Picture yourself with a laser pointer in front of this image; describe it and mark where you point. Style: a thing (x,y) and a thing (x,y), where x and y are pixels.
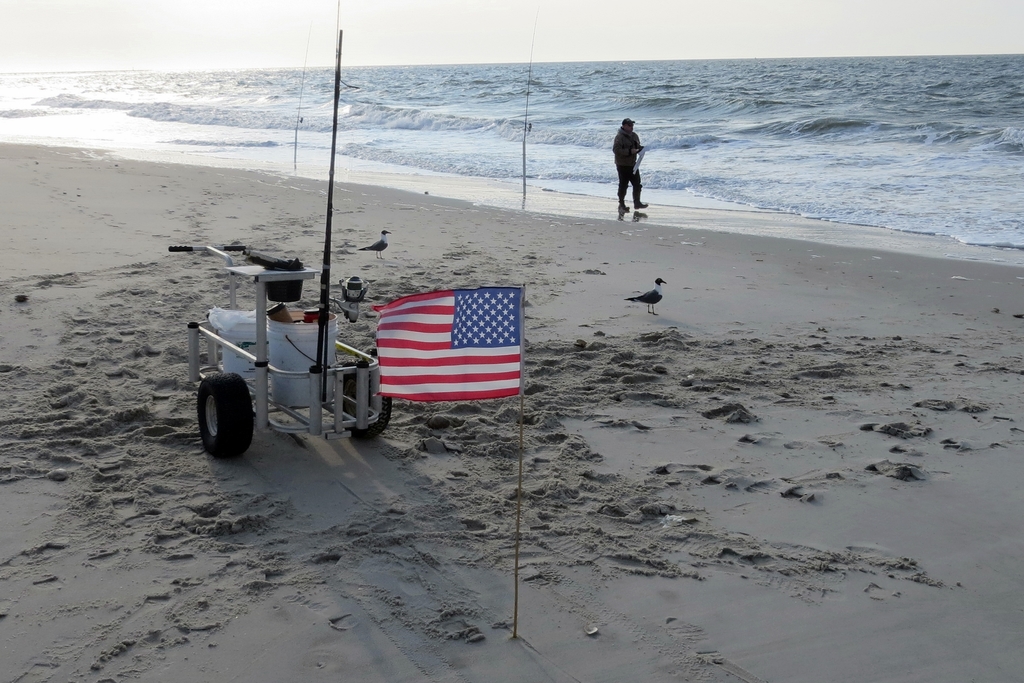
In this image we can see a machine (286,318) on the sand (171,358). There is a flag (501,377) with a pole (515,559). Also there are birds (370,251) on the sand (621,248). And there is a person (619,175). In the background (456,122) there is water (546,120) and sky (524,32).
